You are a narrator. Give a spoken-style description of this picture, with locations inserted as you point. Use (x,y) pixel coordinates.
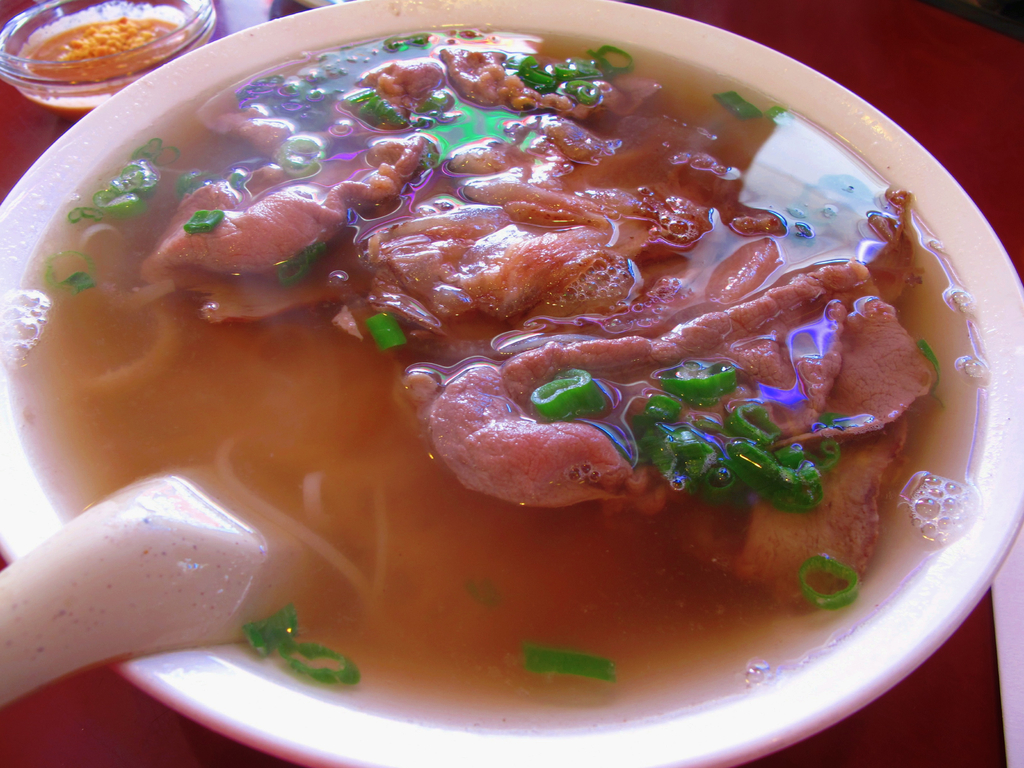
This image consist of food (153,355) and there is a spoon (216,631) in the bowl (600,752).
